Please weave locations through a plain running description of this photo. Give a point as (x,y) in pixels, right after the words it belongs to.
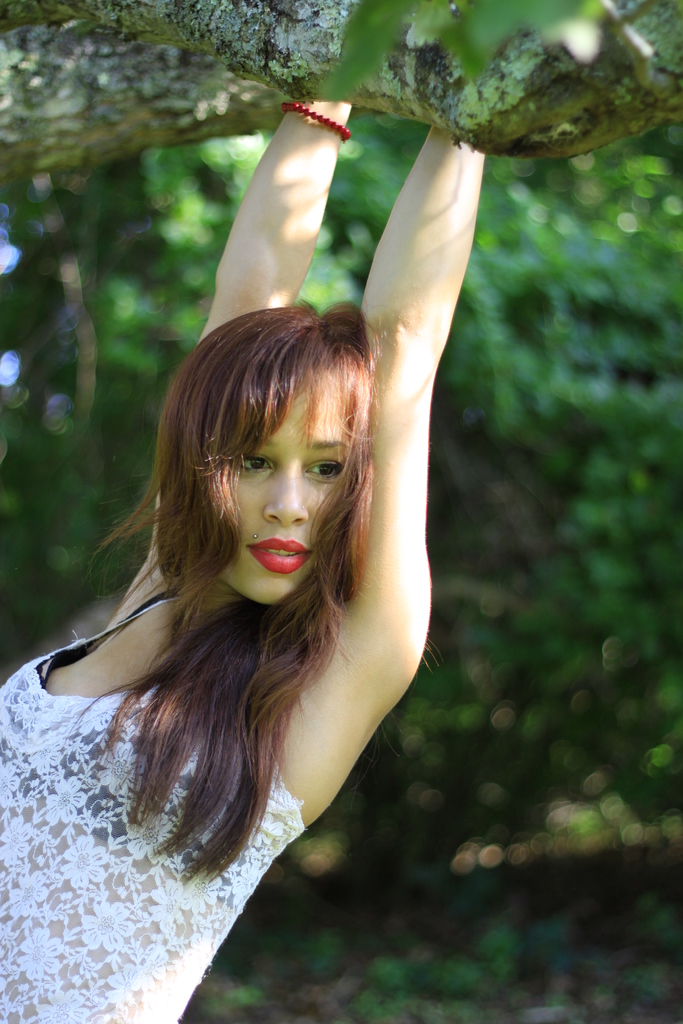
In this image we can see a person (263,601) holding tree trunk (292,10) and blur background (119,350).
